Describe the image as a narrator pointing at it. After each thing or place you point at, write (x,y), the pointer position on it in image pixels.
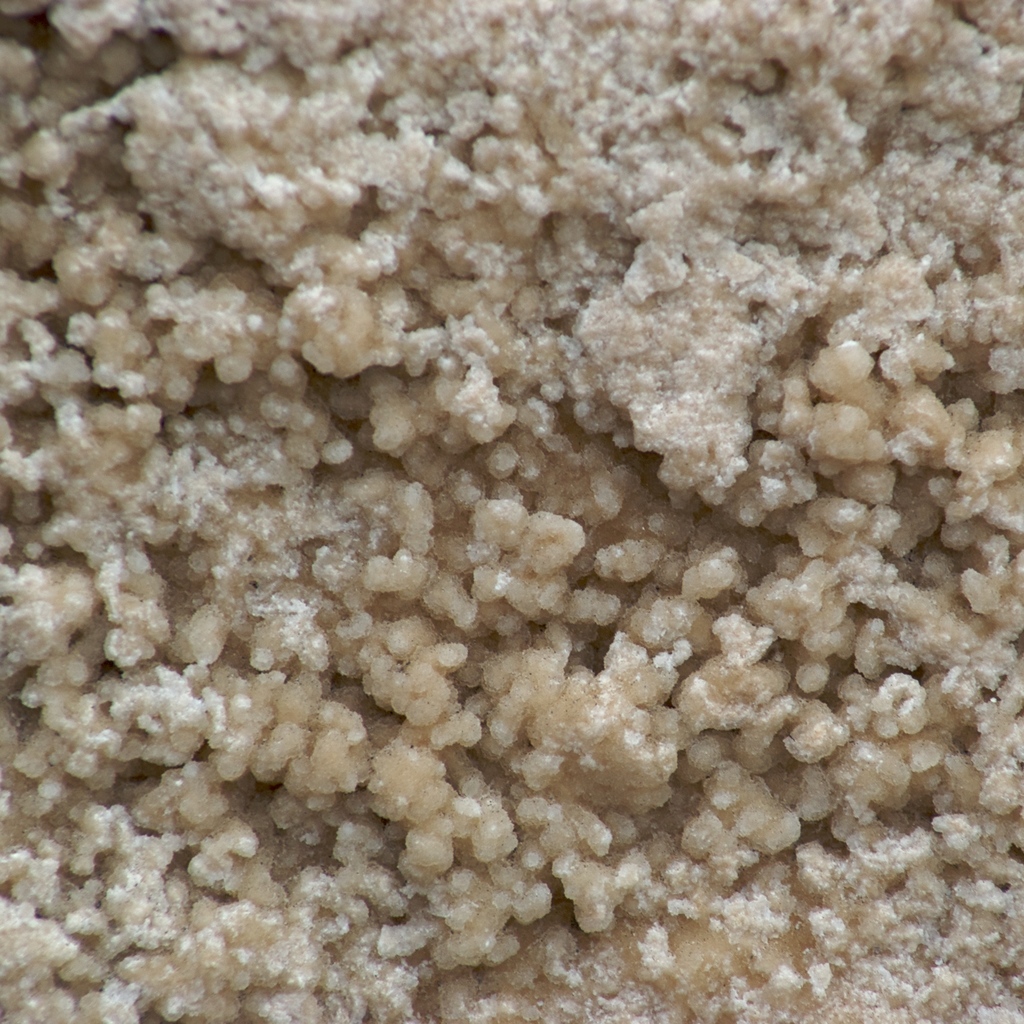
In this image we can see some food item (386,354).
